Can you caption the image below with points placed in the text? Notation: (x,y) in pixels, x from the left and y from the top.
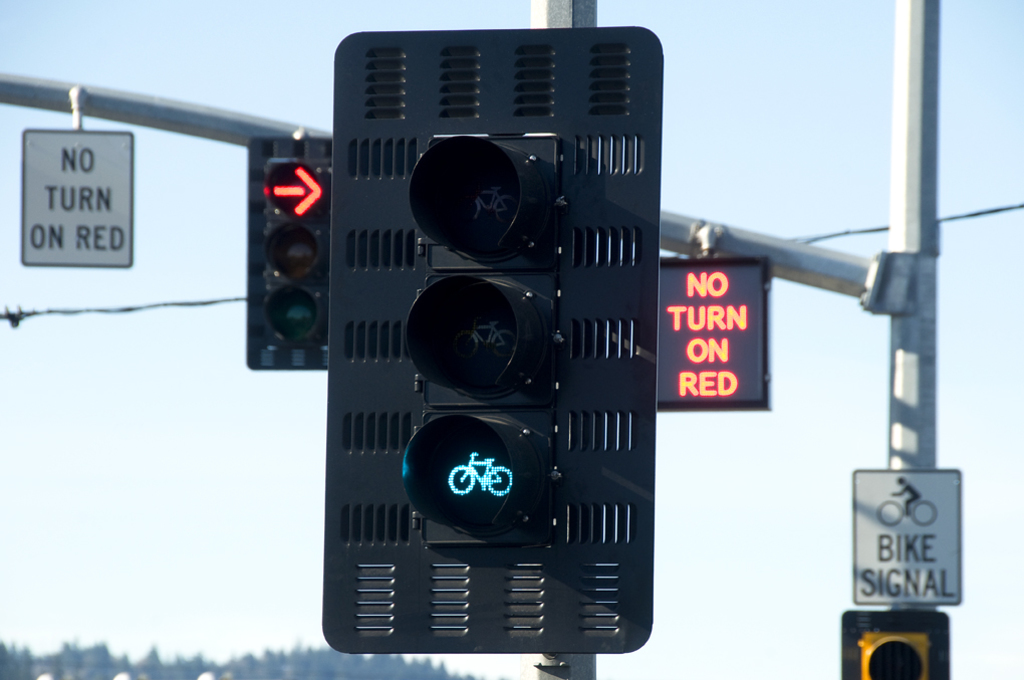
In this image there is a traffic light (554,245) attached to the pole (588,17). Behind there are traffic lights (290,204) and boards (759,354) attached to the pole (893,407). Left bottom there are trees (238,660). Background (974,112) there is sky (706,465).
